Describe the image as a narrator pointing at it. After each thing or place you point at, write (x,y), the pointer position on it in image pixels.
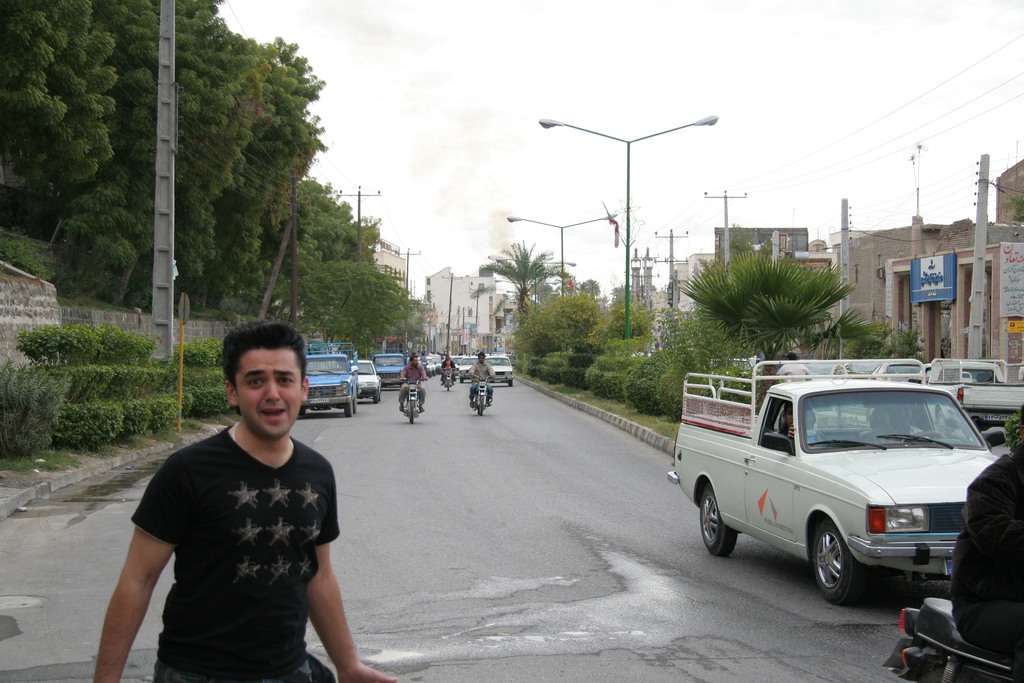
In this image I can see a road (429,672) in the centre (394,437) and on it I can see number of vehicles (718,458). I can also see few people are sitting on their motorcycles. On the left side (280,353) I can see a man (265,350) is standing and I can see he is wearing black colour t-shirt (259,544). In the background (312,324) I can see number of trees (219,295), plants (32,445), number of poles (983,288), street lights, few more vehicles (1006,375), number of buildings (875,246) and the sky (561,90). On the right side of this image (942,294) I can see few wires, few boards (1005,273) and on it I can see something is written.
